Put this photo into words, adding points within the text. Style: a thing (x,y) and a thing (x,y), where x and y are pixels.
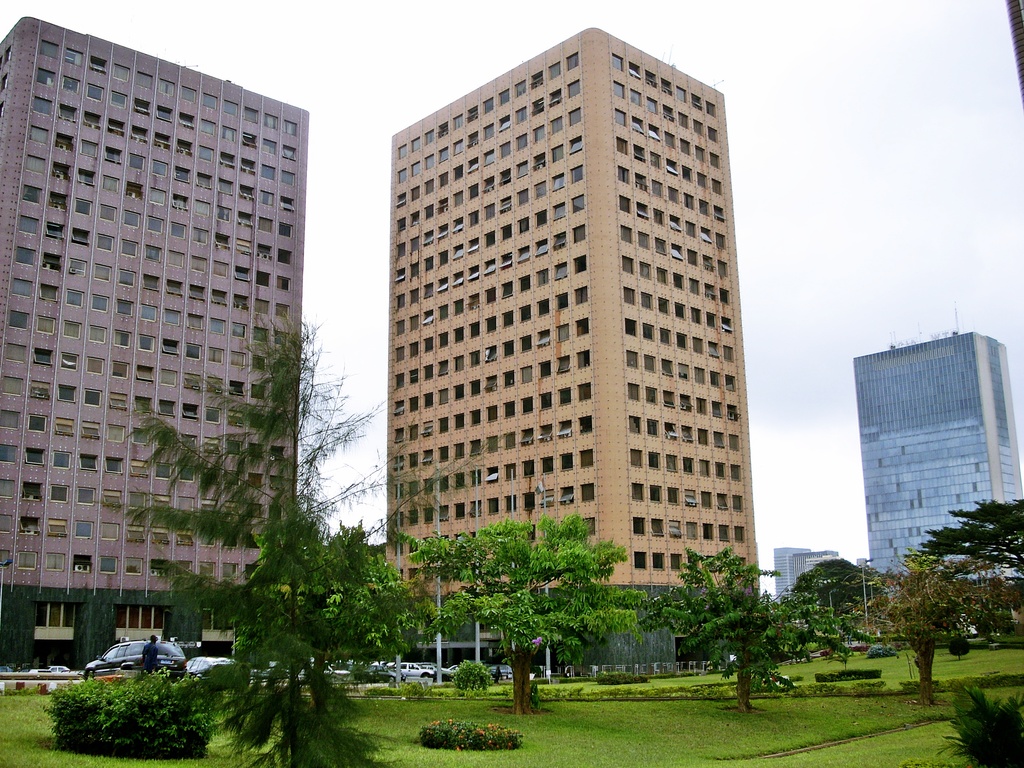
In this image I can see buildings (532,243) and glass windows (564,235). I can see trees (377,616), vehicles (167,656) and light-poles (475,477). The sky (790,168) is in blue and white color.
